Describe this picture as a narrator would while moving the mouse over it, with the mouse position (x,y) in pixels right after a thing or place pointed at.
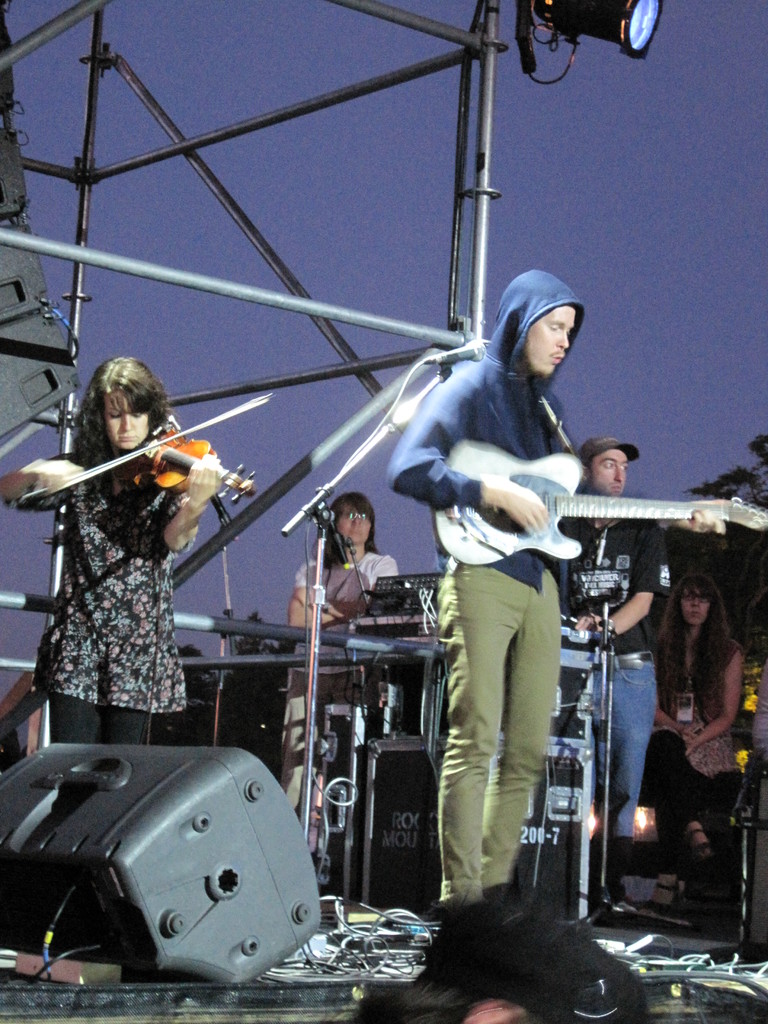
There is a music band (519,677) on the stage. One of the guy (504,624) is holding the guitar (497,473). Behind him there is a woman (117,595) playing violin (168,483). In the background (355,599) there are some people (616,617) standing and looking at them.
